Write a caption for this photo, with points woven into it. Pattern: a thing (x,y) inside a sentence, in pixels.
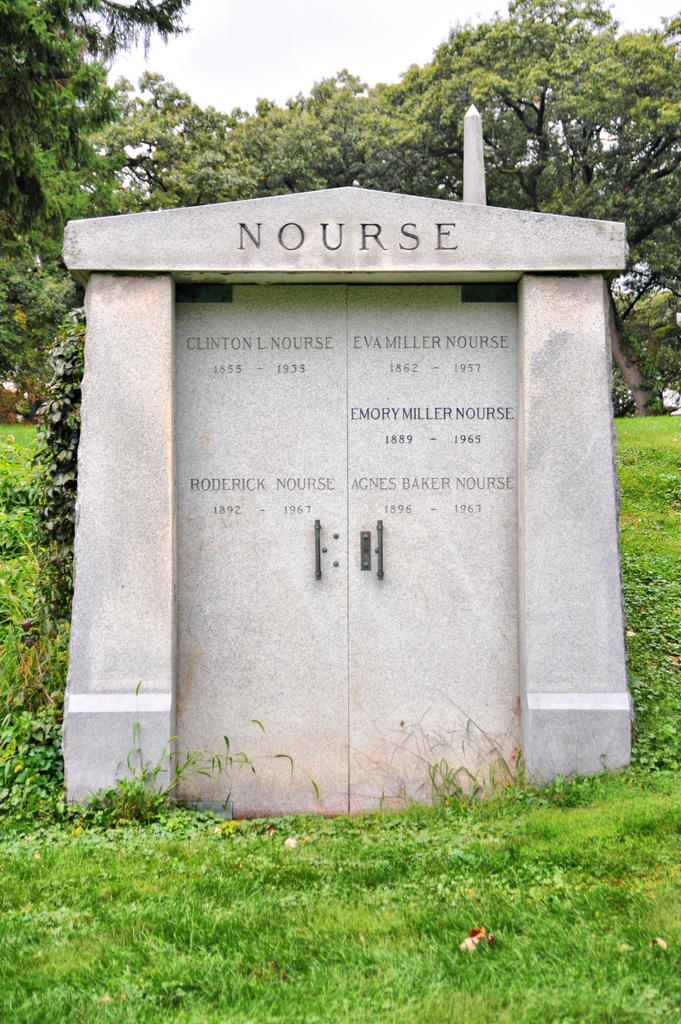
Here we can see a gravestone (391,638), grass (42,875), plants (74,367), and trees (454,91). In the background (195,15) there is sky (221,44).
